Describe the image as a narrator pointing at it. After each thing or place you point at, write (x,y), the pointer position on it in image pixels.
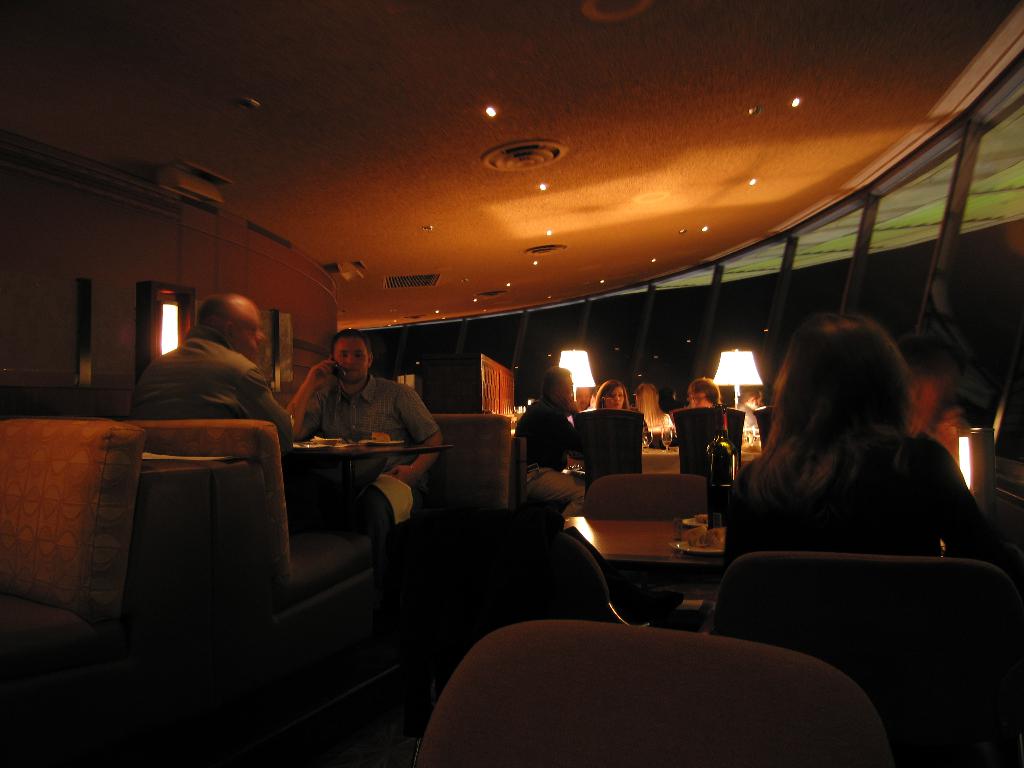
People (533,422) are sitting on chairs (469,418). In-front of them there are tables (662,564), on this table (712,556) there is a bottle (725,491), plates (699,550) and objects (692,537). Far there are lamps (740,361). These are glass windows (797,277).
